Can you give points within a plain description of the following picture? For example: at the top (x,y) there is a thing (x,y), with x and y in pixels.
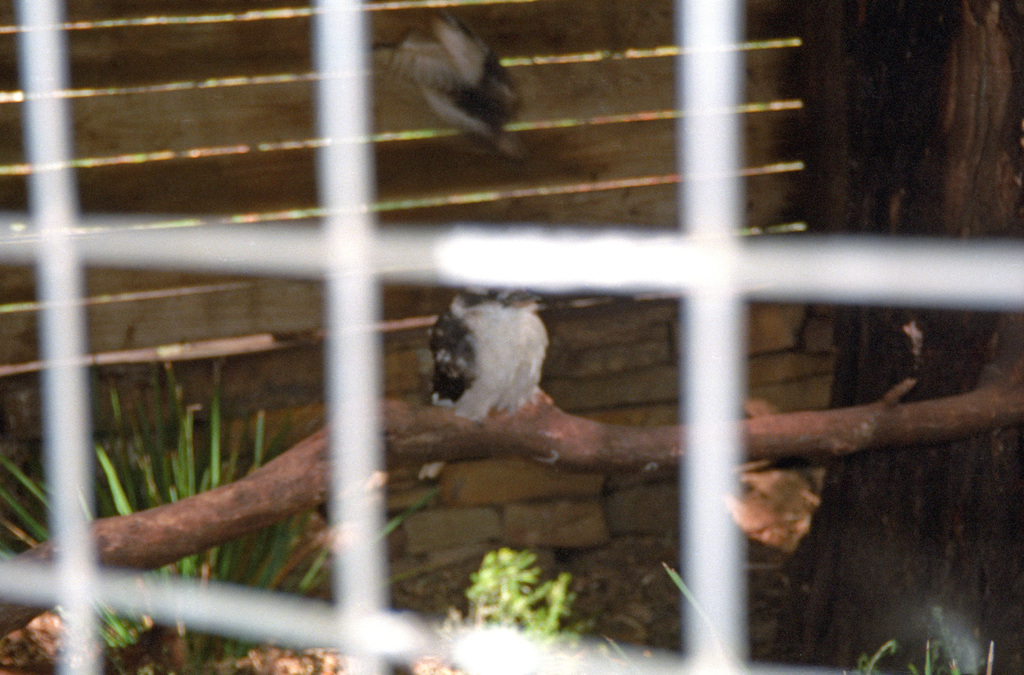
This is a net (332,360). In the background (127,66) we can see a bird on a wooden stick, grass (255,551) and plants (402,522) on the ground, a bird (426,52) is in the air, wooden door (282,34) and a truncated tree (952,319) on the right side (936,141).
